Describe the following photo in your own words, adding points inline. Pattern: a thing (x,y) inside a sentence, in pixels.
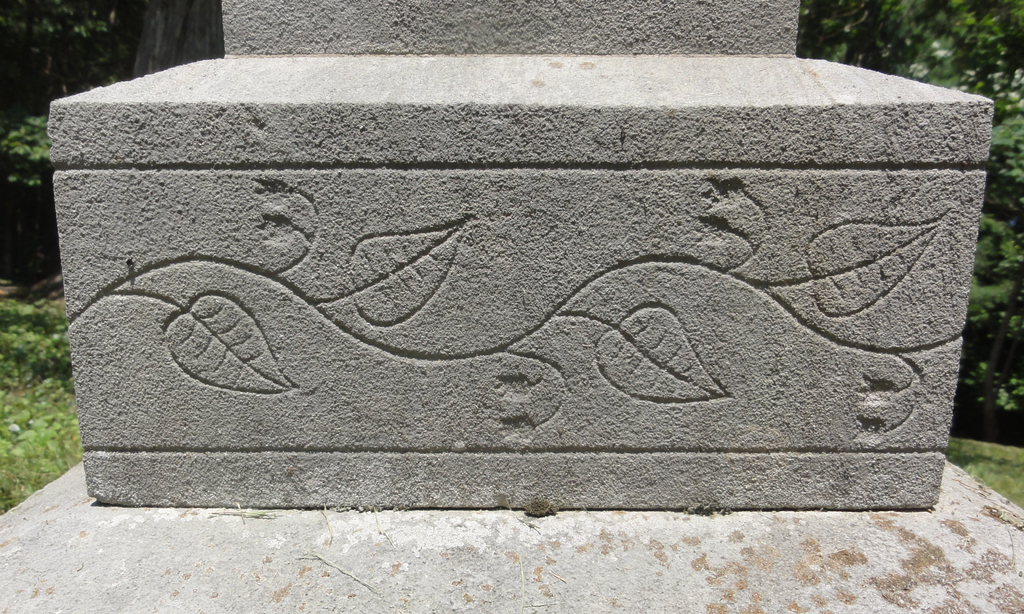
In this image we can see a concrete block (390,302). We can also see the grass (37,373) and also the trees (957,36).
